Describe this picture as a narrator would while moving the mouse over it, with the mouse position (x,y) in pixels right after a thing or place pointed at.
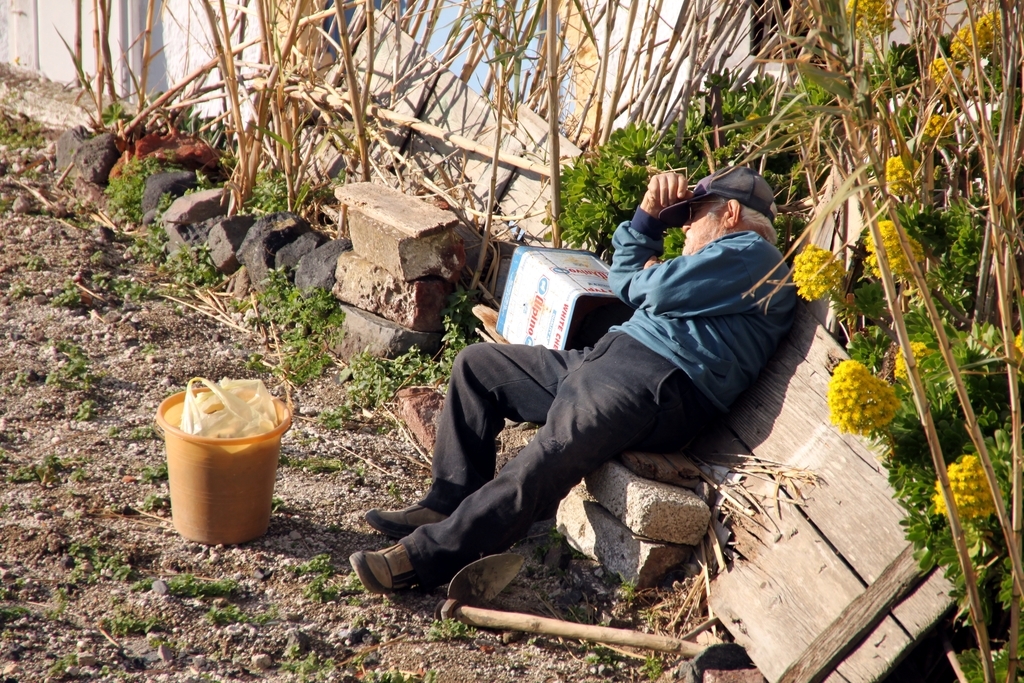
In this image I can see the ground (68,425), some grass (76,369) and an orange colored bucket (202,459) on the ground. I can see a person (572,434) wearing blue and black colored dress (661,355) is sitting, few bricks (406,288) and few trees (499,97) which are brown and green in color. I can see few flowers (822,277) which are yellow in color.
